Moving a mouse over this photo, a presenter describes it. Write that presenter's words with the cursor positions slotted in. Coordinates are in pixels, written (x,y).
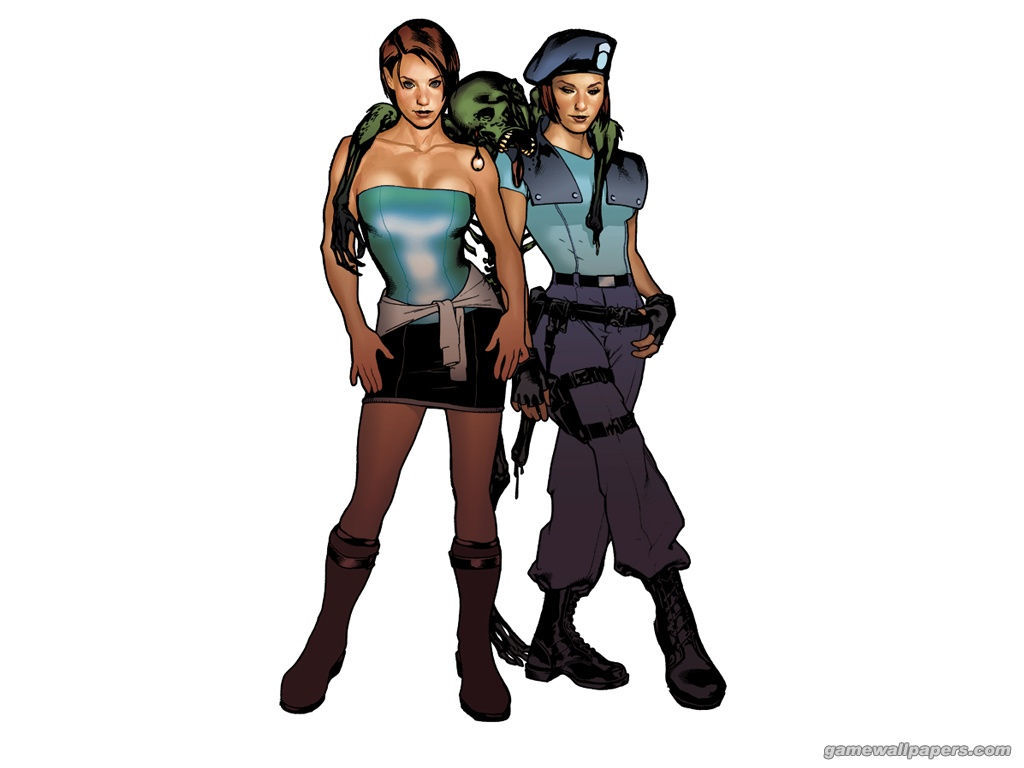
In this image, we can see an animated picture. In this image, we can see two women (502,354) and skeleton (524,111). On the right side (885,751) bottom corner, there is a watermark (931,749) in the image.
